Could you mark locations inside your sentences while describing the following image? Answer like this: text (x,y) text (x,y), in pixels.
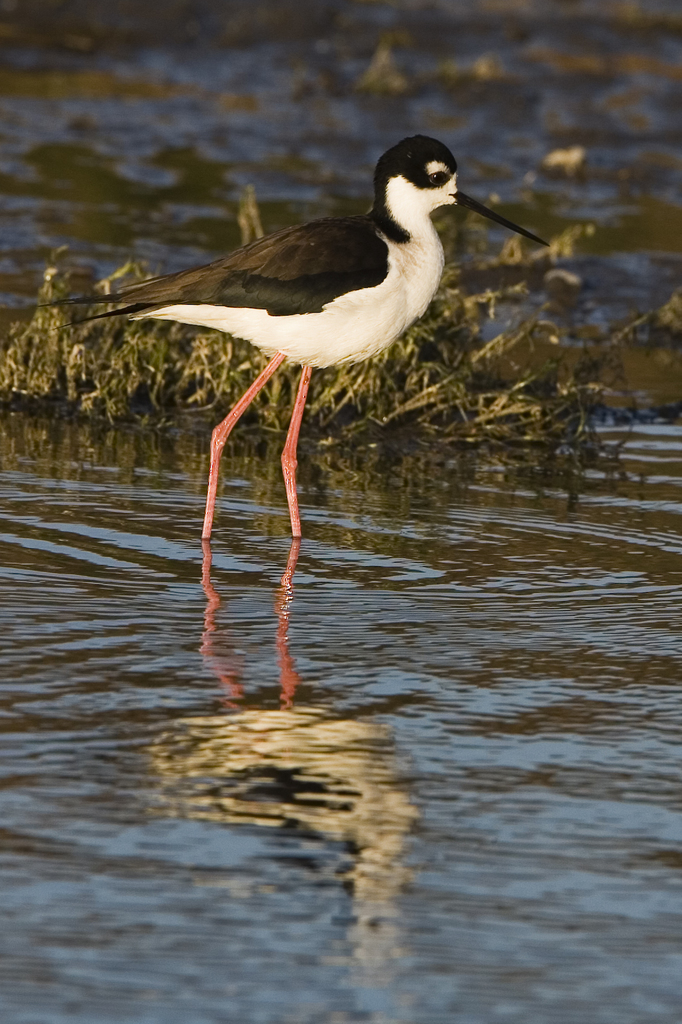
In this image we can see a bird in the water (240,732) and there are some plants (46,319).
